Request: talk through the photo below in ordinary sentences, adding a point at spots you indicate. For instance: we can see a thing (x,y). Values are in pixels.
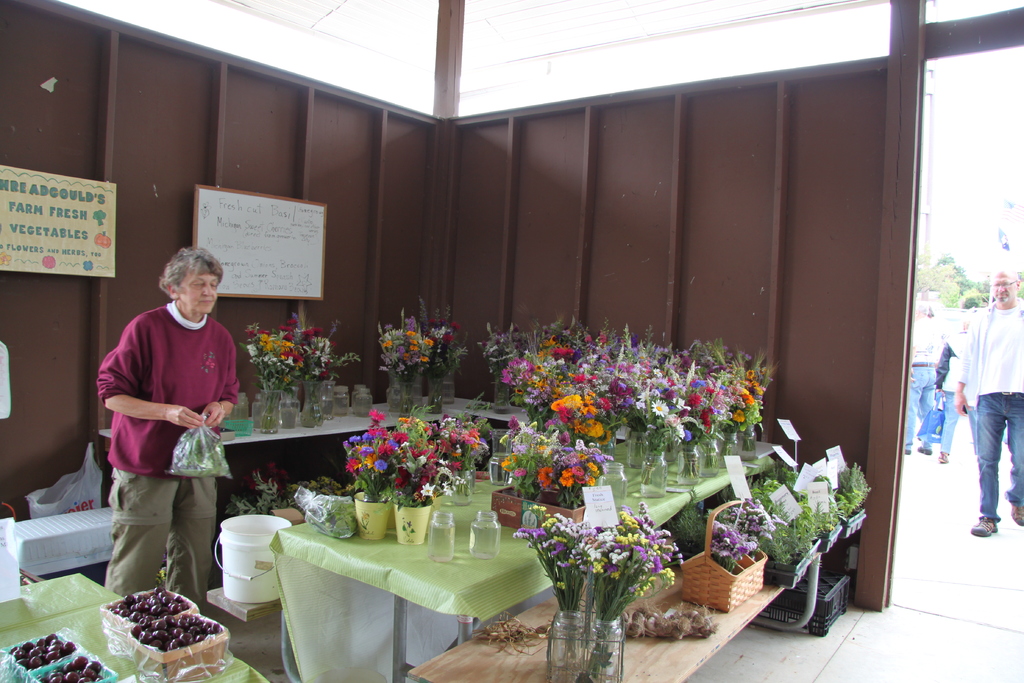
In this picture there is a woman (182,413) standing and holding a cover (190,463). There are many flower pots (667,421) on the table (472,556). There is a bottle (439,516), bucket (254,552) and other objects (160,652) on the table (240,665). There is a white board (271,276) and poster (69,233). There are few people (956,359) at the background (956,359).
